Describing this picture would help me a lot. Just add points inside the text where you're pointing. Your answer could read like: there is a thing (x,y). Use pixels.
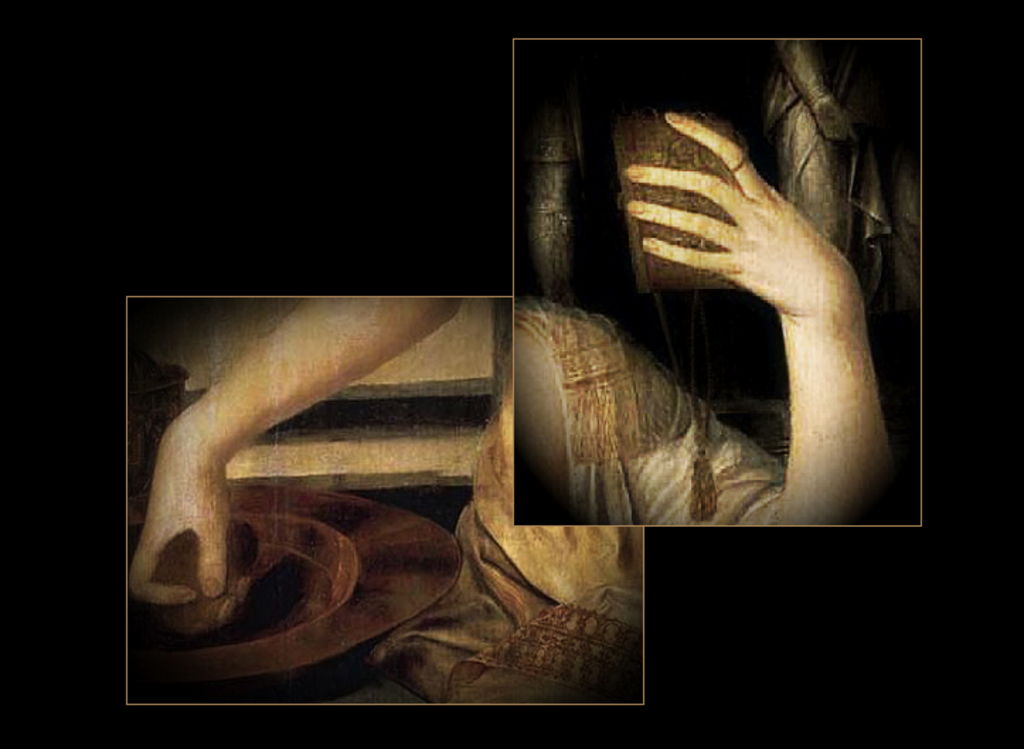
This is a collage of two paintings. In the first painting, we can see a human hand (700,252) is holding some object (688,271). In the second painting, we can see a person (551,617) and an object (304,560).
